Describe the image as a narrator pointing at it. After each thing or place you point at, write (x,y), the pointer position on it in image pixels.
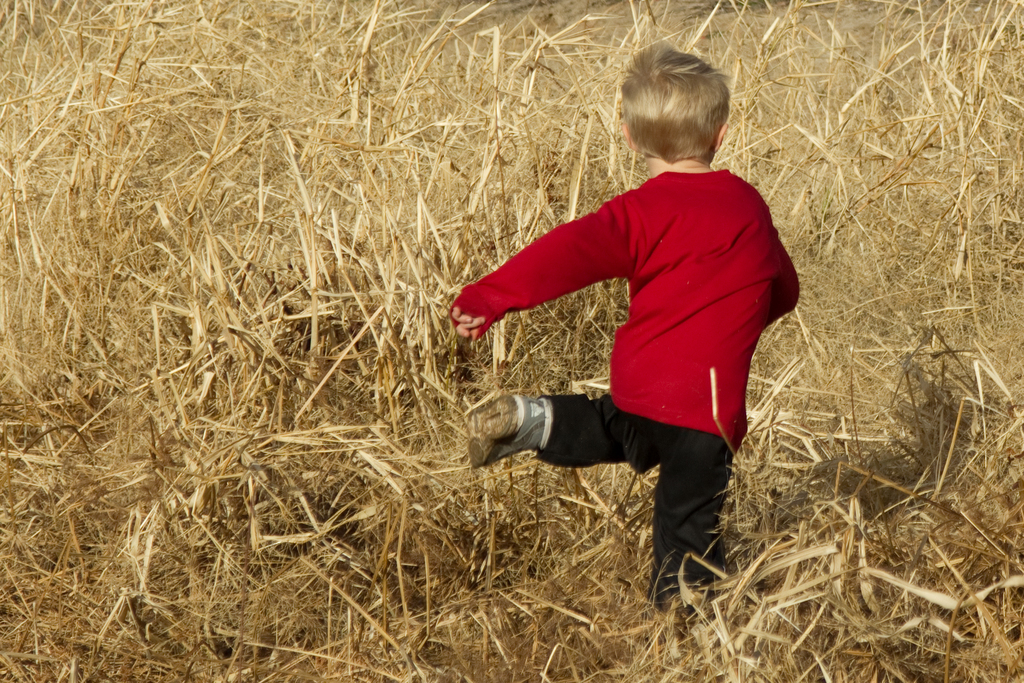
In this picture I can see a boy (684,314) and grass (403,409). The boy (655,262) is wearing red color t shirt (645,295), black color pant (652,451) and shoes (517,432).
